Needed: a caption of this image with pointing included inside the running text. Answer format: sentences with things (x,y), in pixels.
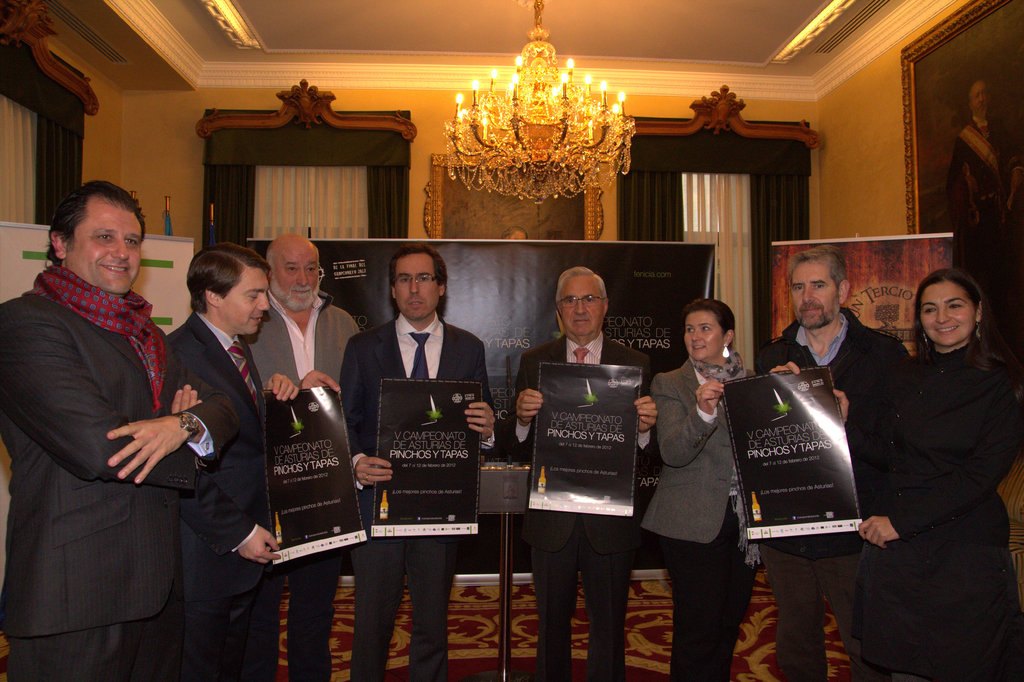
This picture is clicked inside the room (909,272). In the center (425,341) we can see the group of persons (959,467) holding posters (576,434) and standing on the ground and we can see the text (787,460) on the posters (455,433). In the background (313,180) we can see the picture frames (976,187) hanging on the wall (893,126) and we can see the curtains (654,167) and the text (504,345) on the banner (586,264) and we can see some other objects (322,115). At the top (375,57) there is a roof (456,31) and a chandelier (531,121). On the left corner (136,360) we can see a person (90,305) smiling, wearing suit (82,385) and standing on the ground (766,624) and we can see the floor carpet (752,641).
